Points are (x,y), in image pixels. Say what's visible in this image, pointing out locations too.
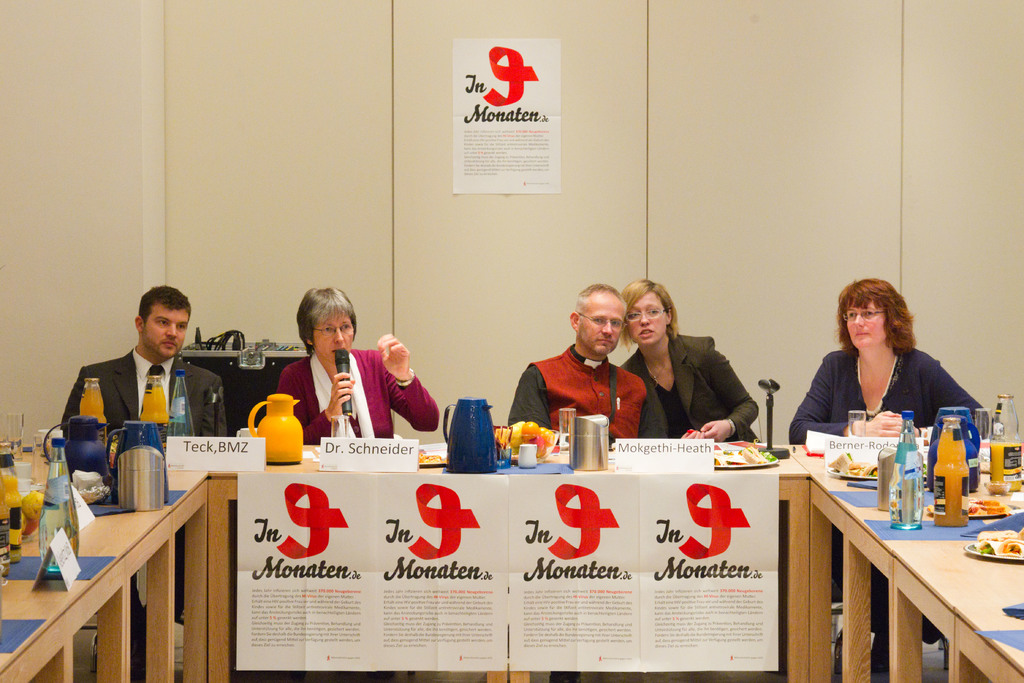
This picture shows few people (601,285) seated on the chairs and we see a woman (361,392) holding a microphone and speaking and we see few flasks (134,463) glasses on the table (990,664).
